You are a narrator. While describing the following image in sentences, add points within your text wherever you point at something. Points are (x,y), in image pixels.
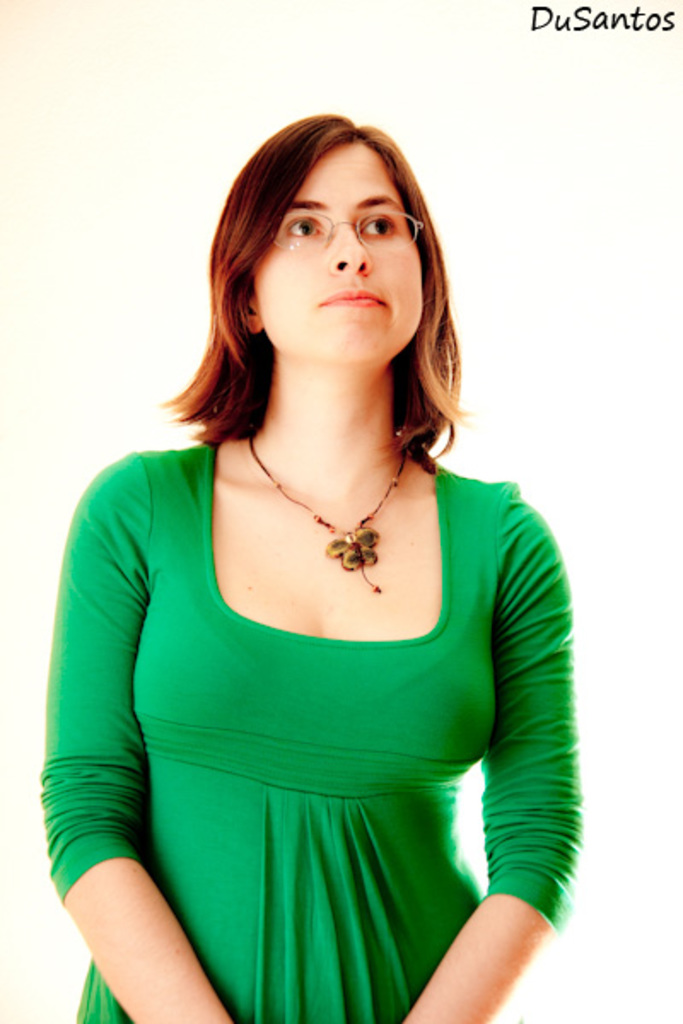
In this image I can see the person (228,796) standing and the person (350,747) is wearing green color dress (391,737) and I can see the white color background (39,185).
